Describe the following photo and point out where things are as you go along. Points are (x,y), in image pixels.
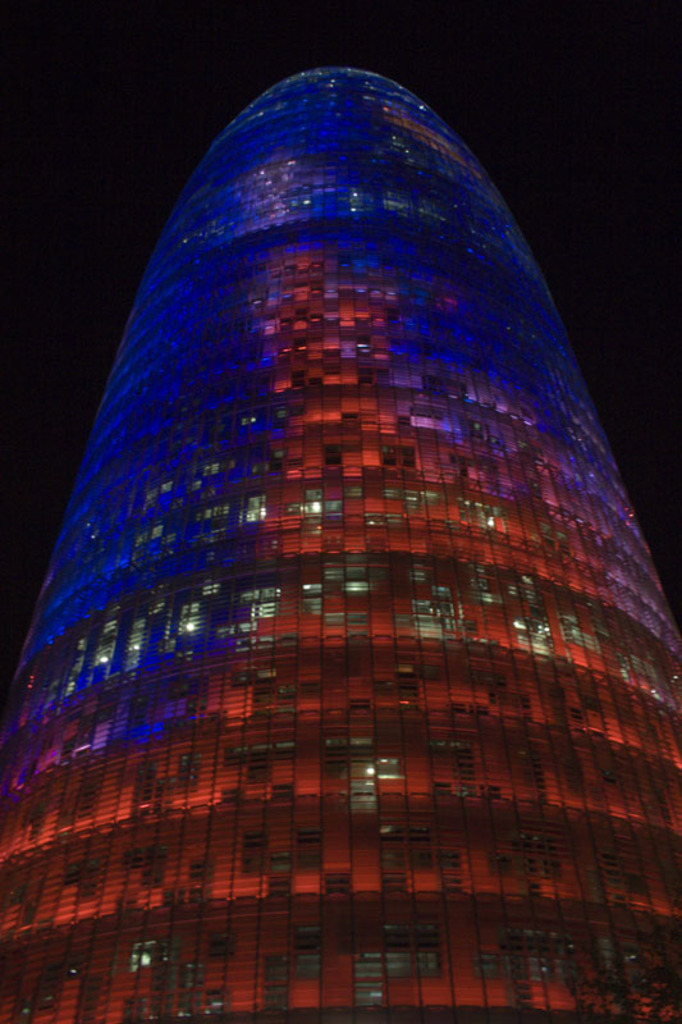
In this image in the center (344,488) there is a building (341,461).
